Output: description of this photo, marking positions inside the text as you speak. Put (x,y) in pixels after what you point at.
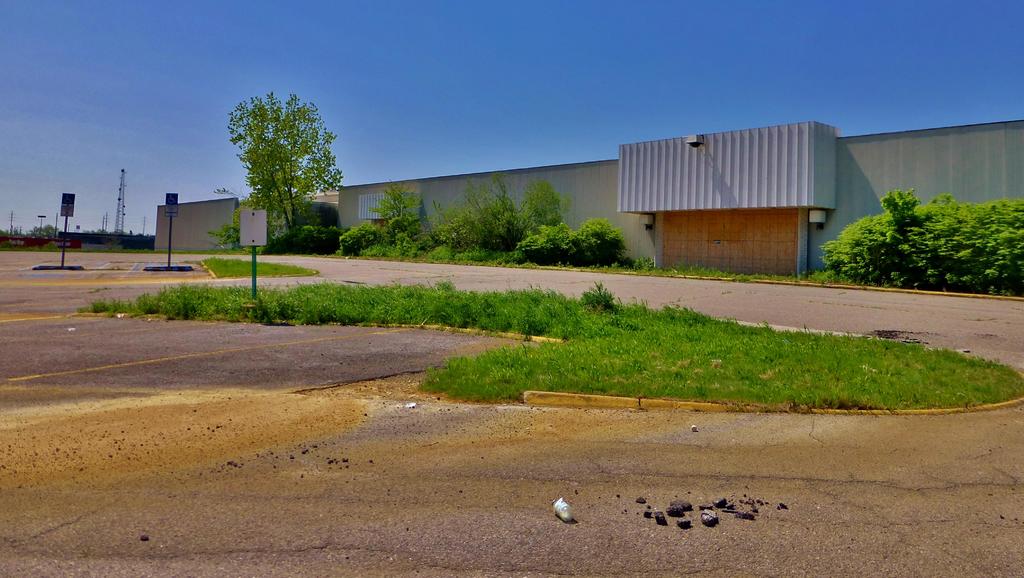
This is an outside view. At the bottom of the image (305,499) I can see the road (461,487). Beside the road (445,455) there is grass (424,310). On the left side (66,245), I can see few poles (170,249). In the background (755,194) there is a shed (594,170) and some trees (292,169) also I can see a transmission pole (119,200). On the top of the image (353,55) I can see the sky (394,49).
